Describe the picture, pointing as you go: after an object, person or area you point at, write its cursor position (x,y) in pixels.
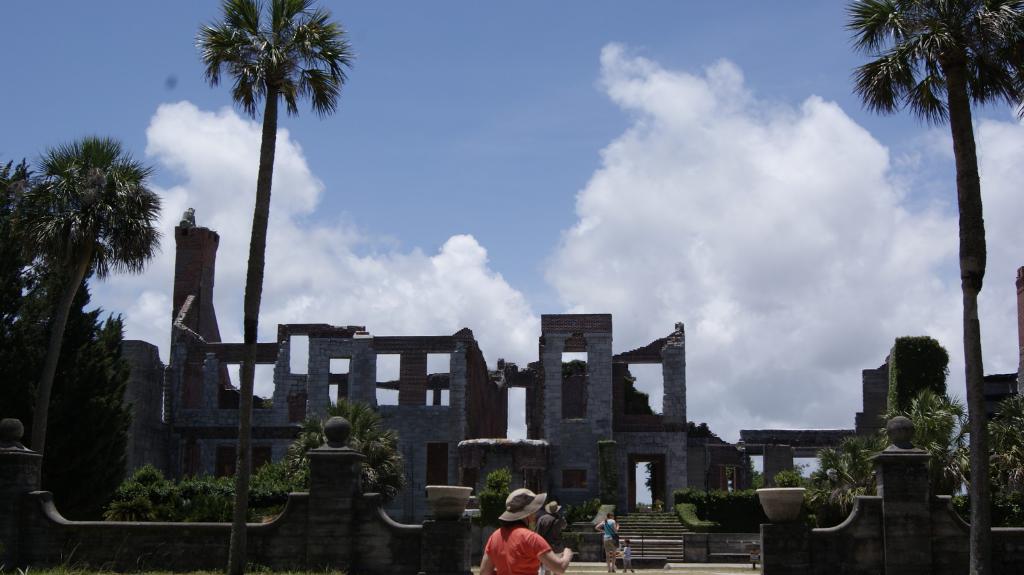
Here in this picture we can see some people (561,537) wearing hats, standing and walking over the place and we can also see some walls (317,387) present and we can also see some plants (182,487) and trees (111,327) covered over there and we can see clouds (663,326) in the sky (469,260).
